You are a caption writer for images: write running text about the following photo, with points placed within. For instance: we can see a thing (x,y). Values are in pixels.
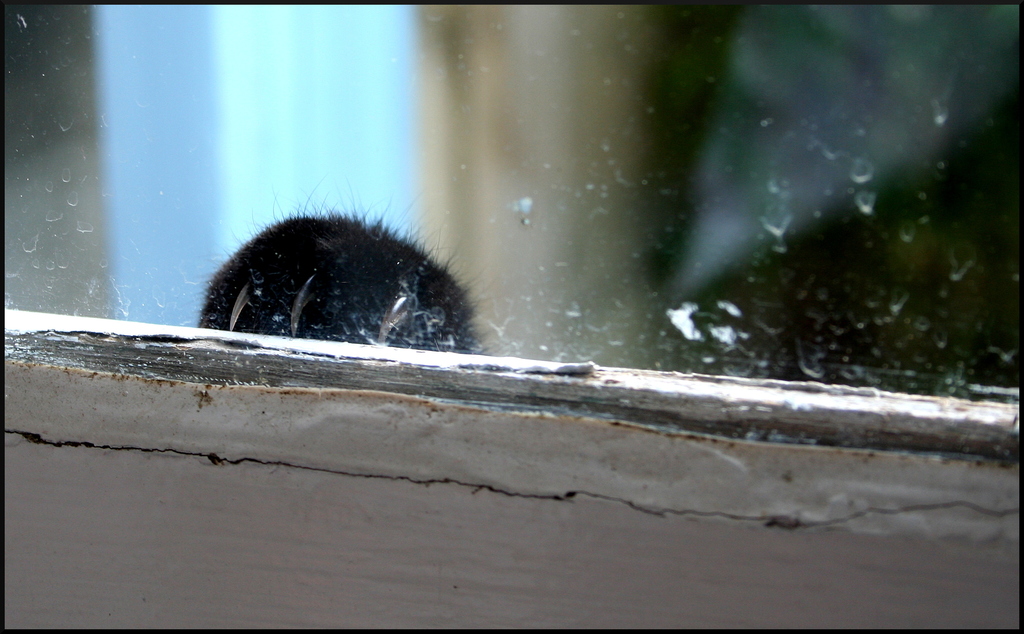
In this picture, it seems like a window mirror (600,330).
